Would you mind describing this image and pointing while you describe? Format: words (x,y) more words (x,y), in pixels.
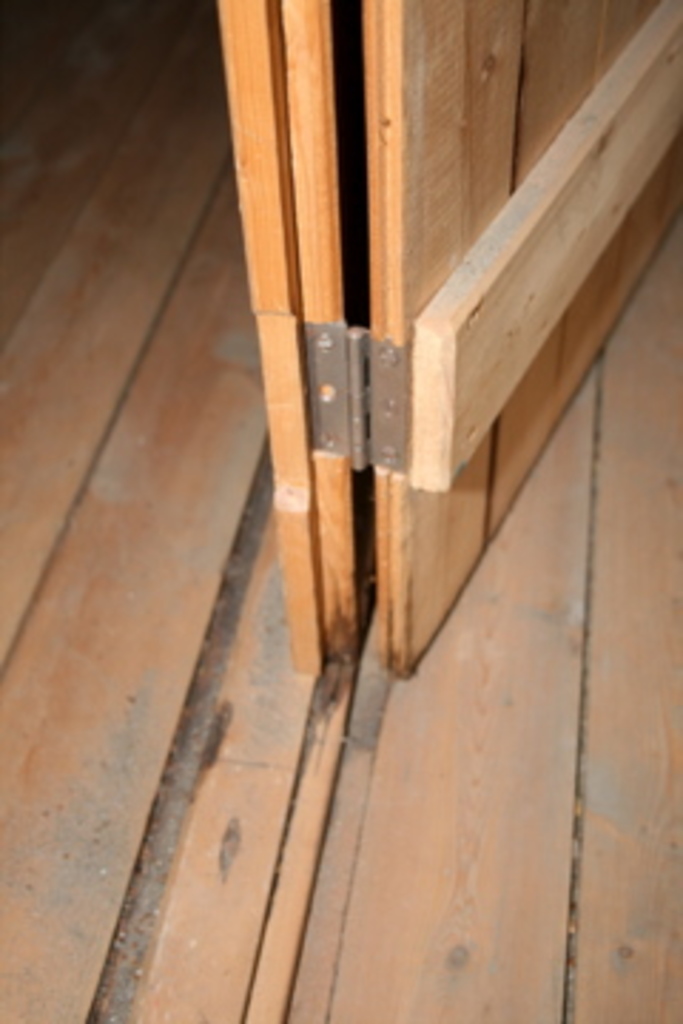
There is a wooden door (535,132) in wooden floor (498,711). The background (86,15) is dark in color.
